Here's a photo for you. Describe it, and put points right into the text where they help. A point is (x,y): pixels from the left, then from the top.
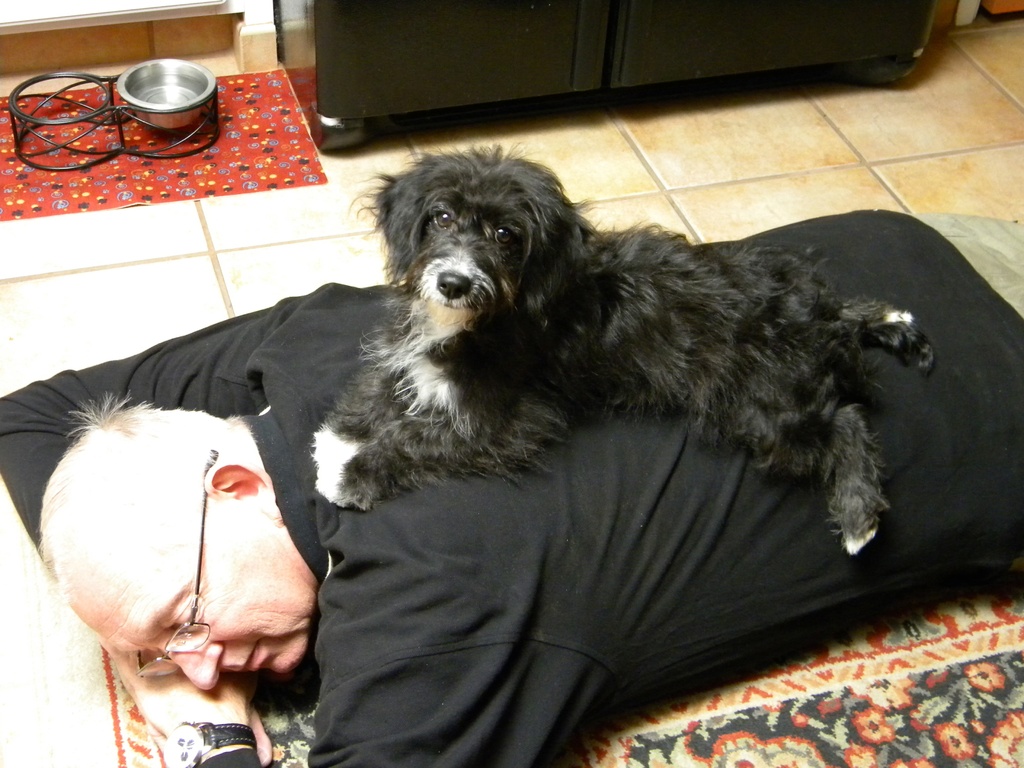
In this picture there is a man (462,568) lying on the floor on a carpet (921,687). On the man (477,563) there is a dog (589,311) sitting on him. In the background (163,87) there is a bowl (166,102) placed on the cloth (177,175) and a cup board (491,58) here.
